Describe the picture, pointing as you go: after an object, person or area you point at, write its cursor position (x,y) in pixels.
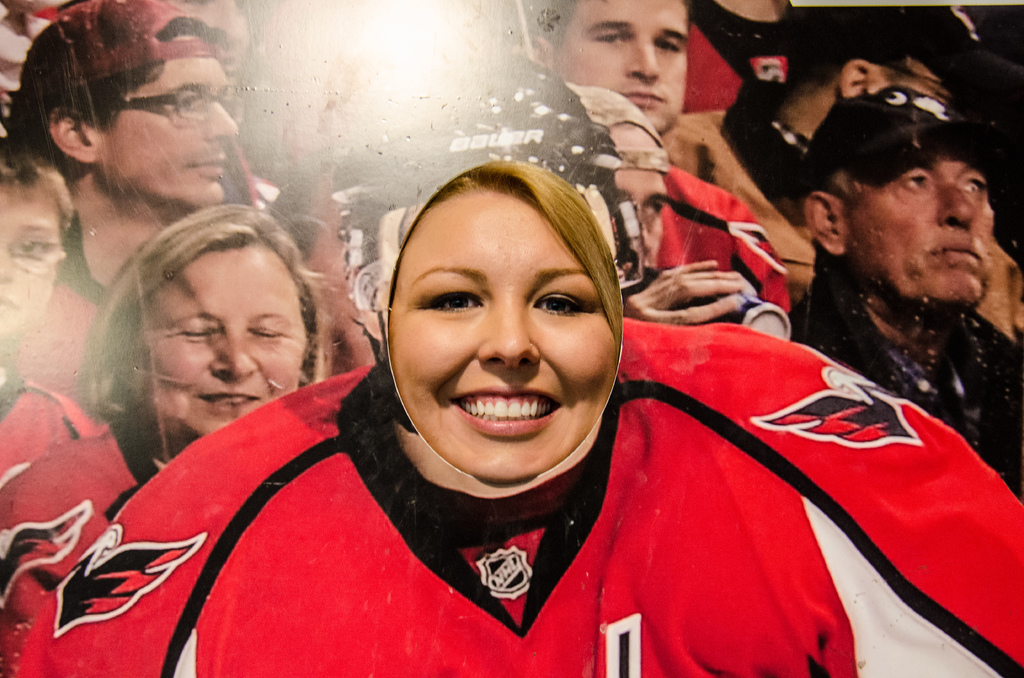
In this picture we can see the woman's face (540,307) and she is standing behind this banner (619,418). In that banner (830,563) we can see the audience (882,365) who are watching the game.
